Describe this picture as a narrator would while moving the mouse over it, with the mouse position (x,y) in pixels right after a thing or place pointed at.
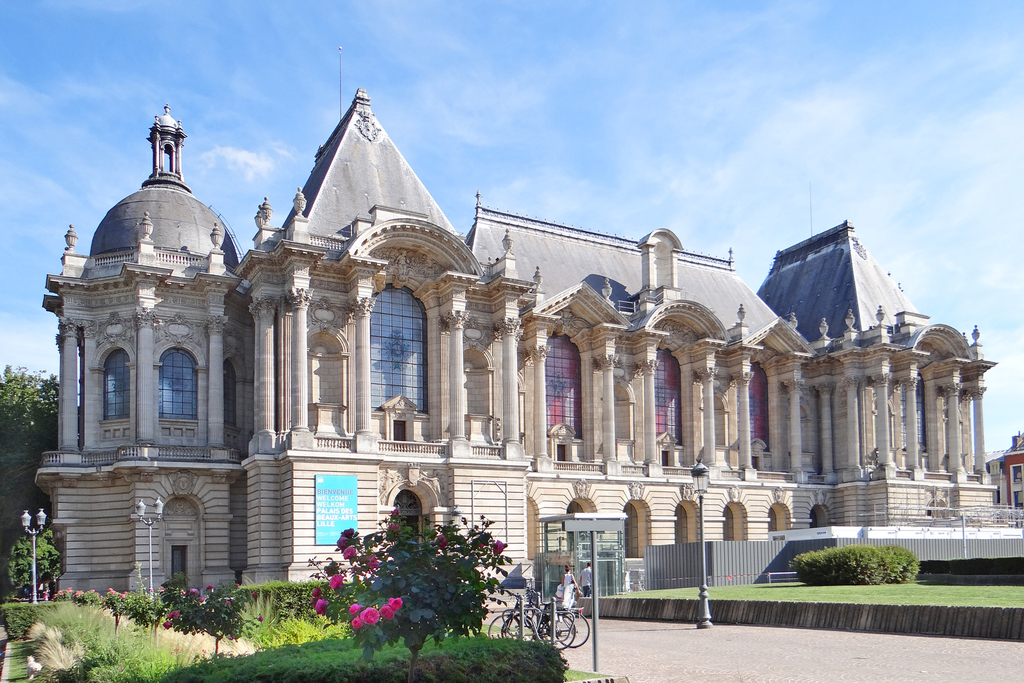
At the bottom of the picture (315,641), we see shrubs (344,649) and plants (187,659). These plants (243,619) have flowers (365,619) which are in pink color. Beside that, we see the poles (595,558) and bicycles (543,621) are parked. On the right side (692,585), we see grass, shrubs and poles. In the middle of the picture (666,338), we see the palace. There are trees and street lights (703,600) in the background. At the top of the picture (523,92), we see the sky (451,106).
